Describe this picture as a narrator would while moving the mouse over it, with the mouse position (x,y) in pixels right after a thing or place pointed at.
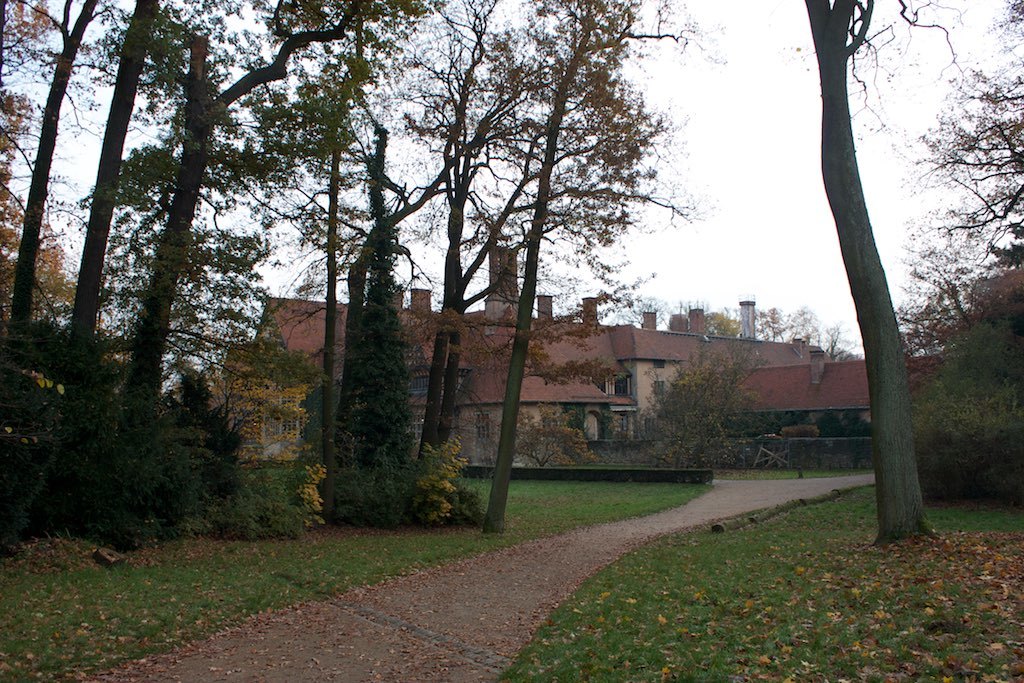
In this picture I can see buildings (507,342), trees (566,320) and grass (681,615) on the ground (621,579) and I can see cloudy sky (775,188).
